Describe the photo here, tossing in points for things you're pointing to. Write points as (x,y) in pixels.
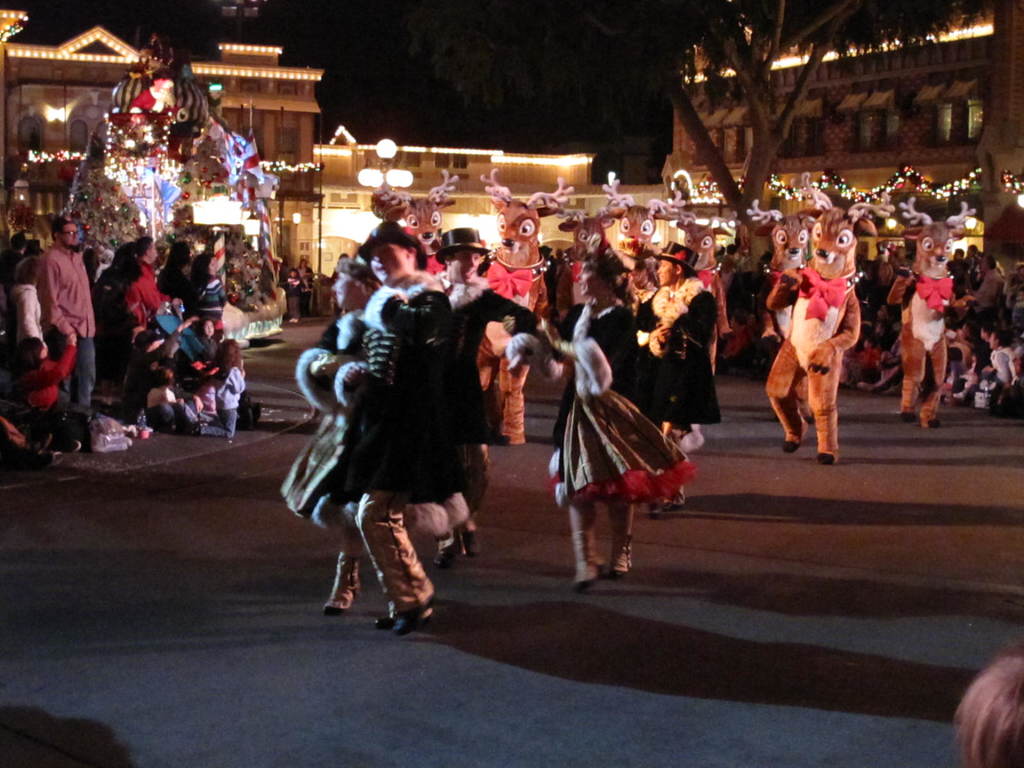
In this image there are few people (445,403) dancing on the road (492,517). In the background (813,251) there are few other people (780,258) who are wearing the deer costume (517,234) are dancing on the road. In the background (946,79) there are buildings (938,121) with the lights (325,152). On the left side (101,283) there are few people (74,300) standing and watching the dance. On the right side (994,371) there are people (995,375) sitting on the road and watching. Beside them there is a tree (721,57).
